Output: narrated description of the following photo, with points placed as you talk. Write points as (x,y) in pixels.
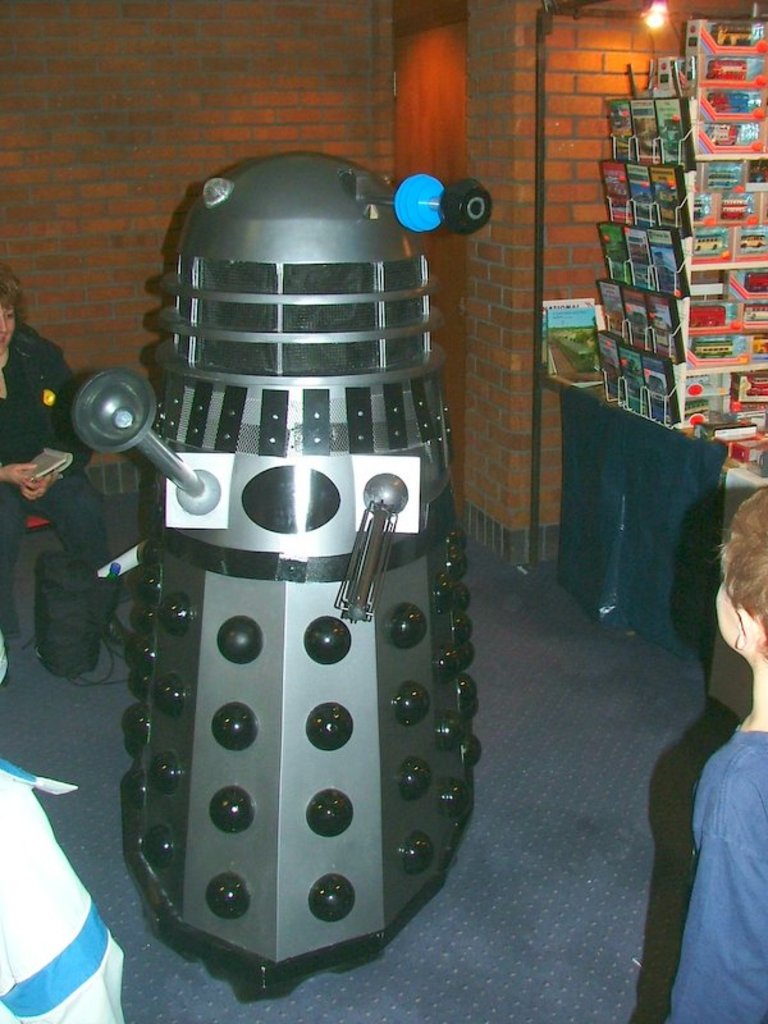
In this picture there is an object (262,595) which is in black color and there is a person (51,425) holding a book (48,472) in the left corner (47,406) and there is a kid (730,875), few books (667,264) and some other objects (719,170) in the right corner (695,200).
